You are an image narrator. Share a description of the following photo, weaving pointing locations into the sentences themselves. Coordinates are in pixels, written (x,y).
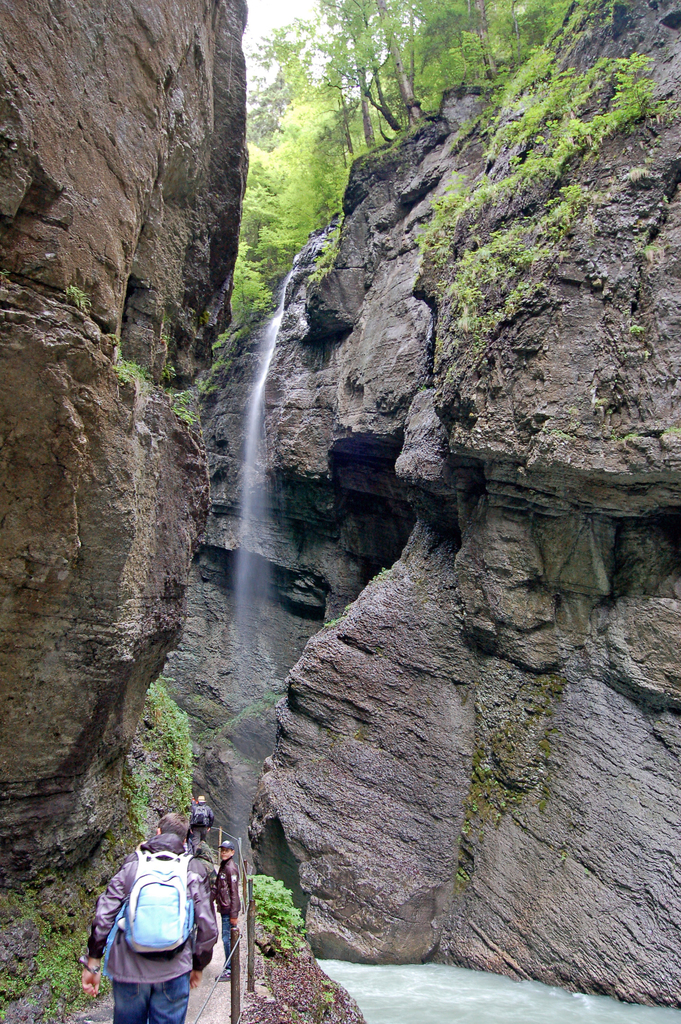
In this image I can see there is a mountain (220,367) and trees (241,240). And there is a road (217,959) with railing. And in between the mountain (405,899) there is a water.
